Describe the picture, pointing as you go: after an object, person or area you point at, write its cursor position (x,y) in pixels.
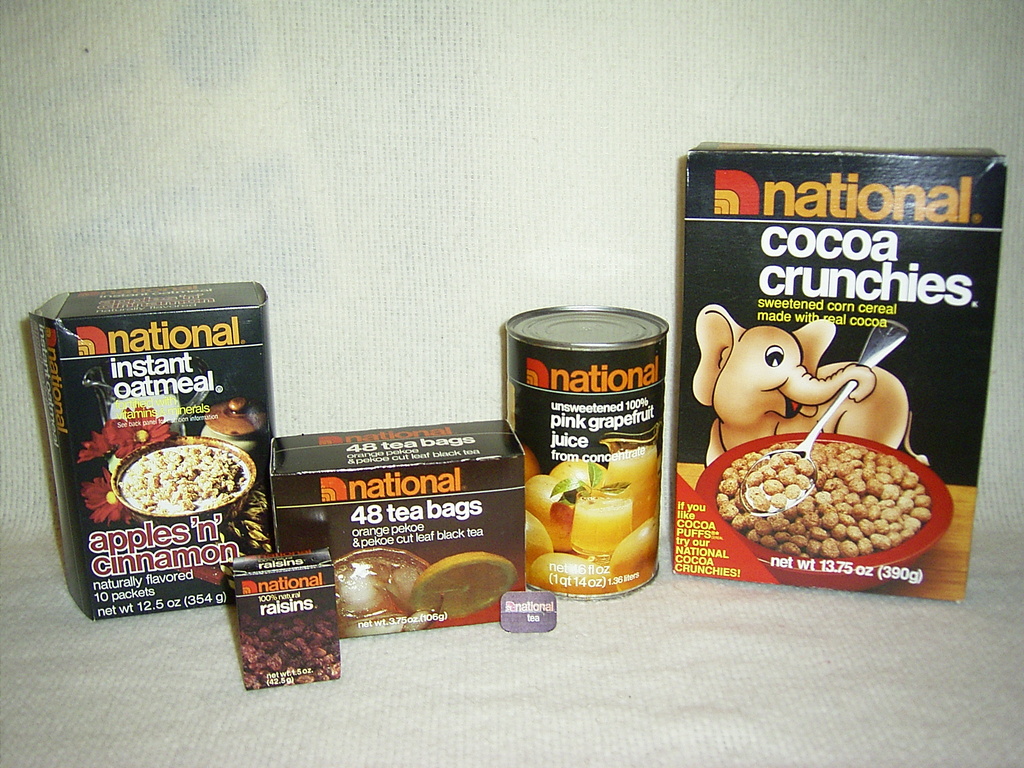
In this image I can see there are food items (620,458) that are packed in the boxes (687,398), on the right side (820,391) there is an image (820,403) of an elephant (823,379) holding the spoon (856,382).
